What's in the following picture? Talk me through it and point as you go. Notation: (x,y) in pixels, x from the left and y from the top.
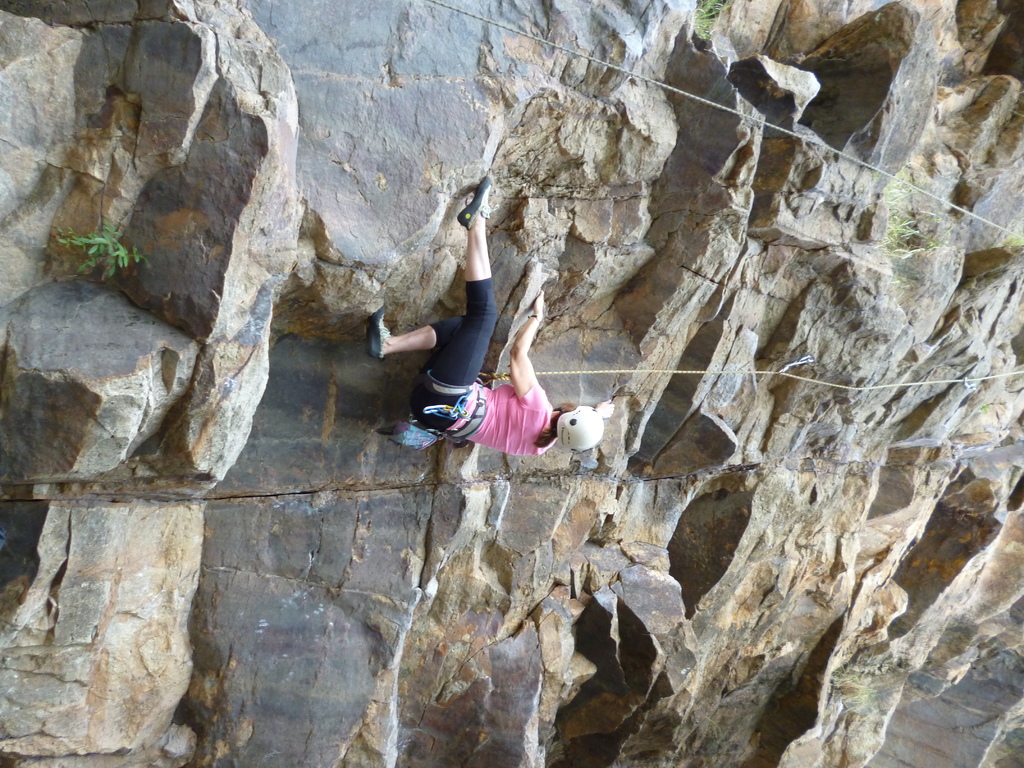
In the image in the center (452,421) we can see one woman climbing hill (760,339), with the help of a rope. And she is wearing helmet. In the background (645,345) we can see hill (623,189).
